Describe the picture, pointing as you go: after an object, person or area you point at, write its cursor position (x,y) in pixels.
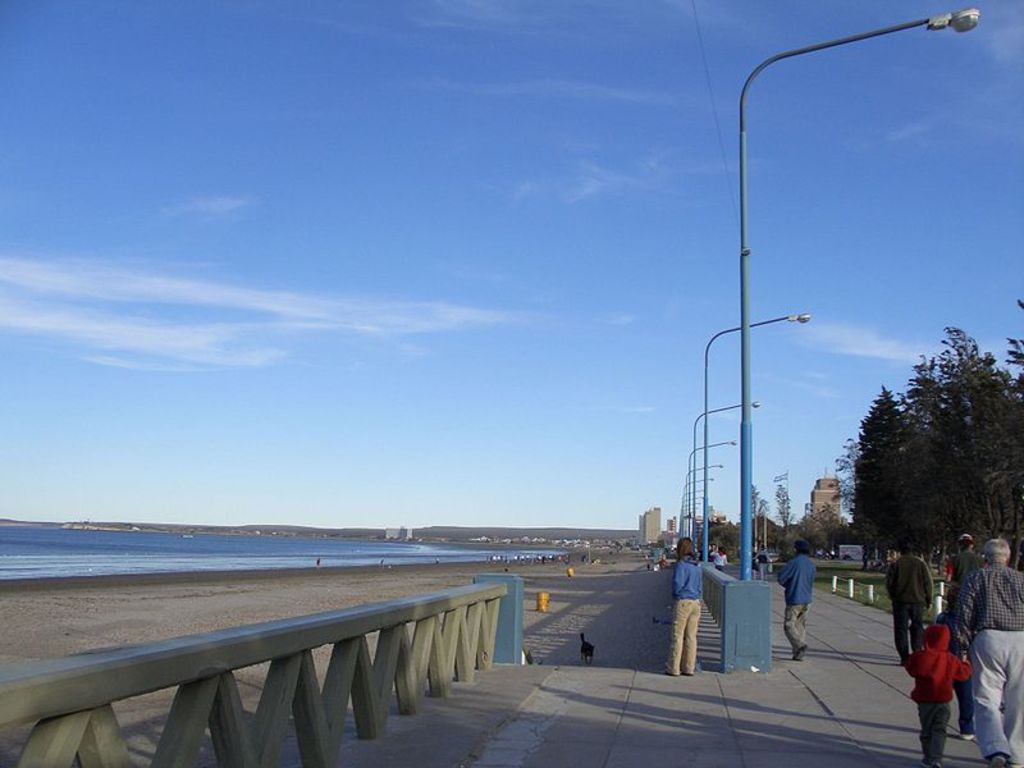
In the image we can see there are many people (898,638) standing and some of them are walking and they are wearing clothes (924,573). Here we can see light poles (707,410) and trees (1004,454). Here we can see the fence (351,671), footpath (830,703), water (183,571) and the sky (299,305).
